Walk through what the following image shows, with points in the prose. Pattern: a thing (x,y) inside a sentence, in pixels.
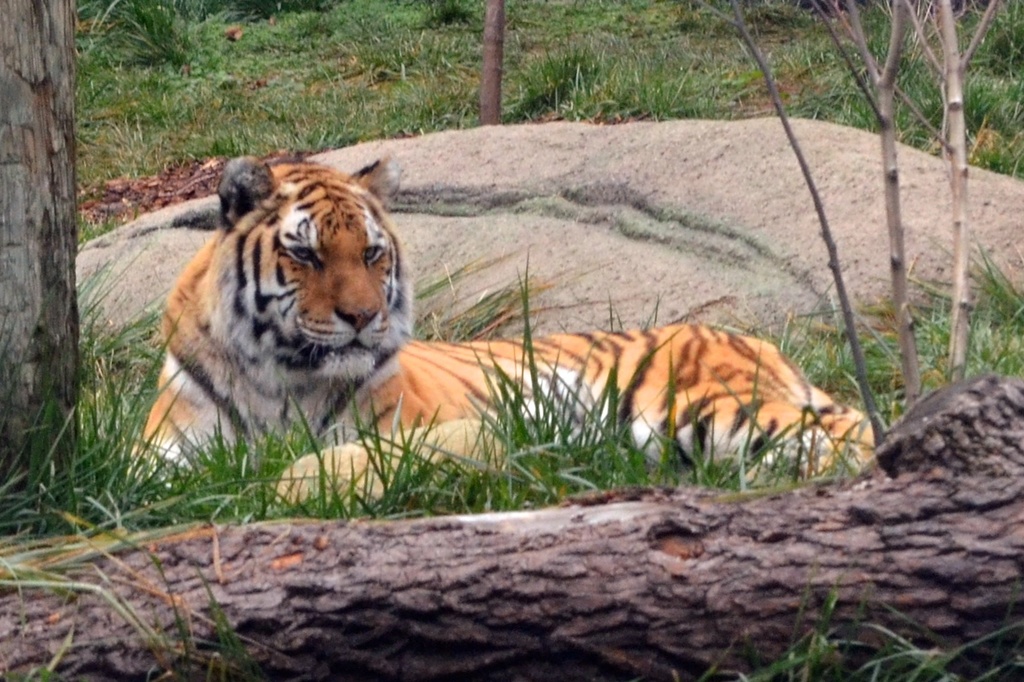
We can see tiger (291,367) on the grass (452,497) and we can see tree branches (494,520). Background (686,48) we can see grass (647,45).
